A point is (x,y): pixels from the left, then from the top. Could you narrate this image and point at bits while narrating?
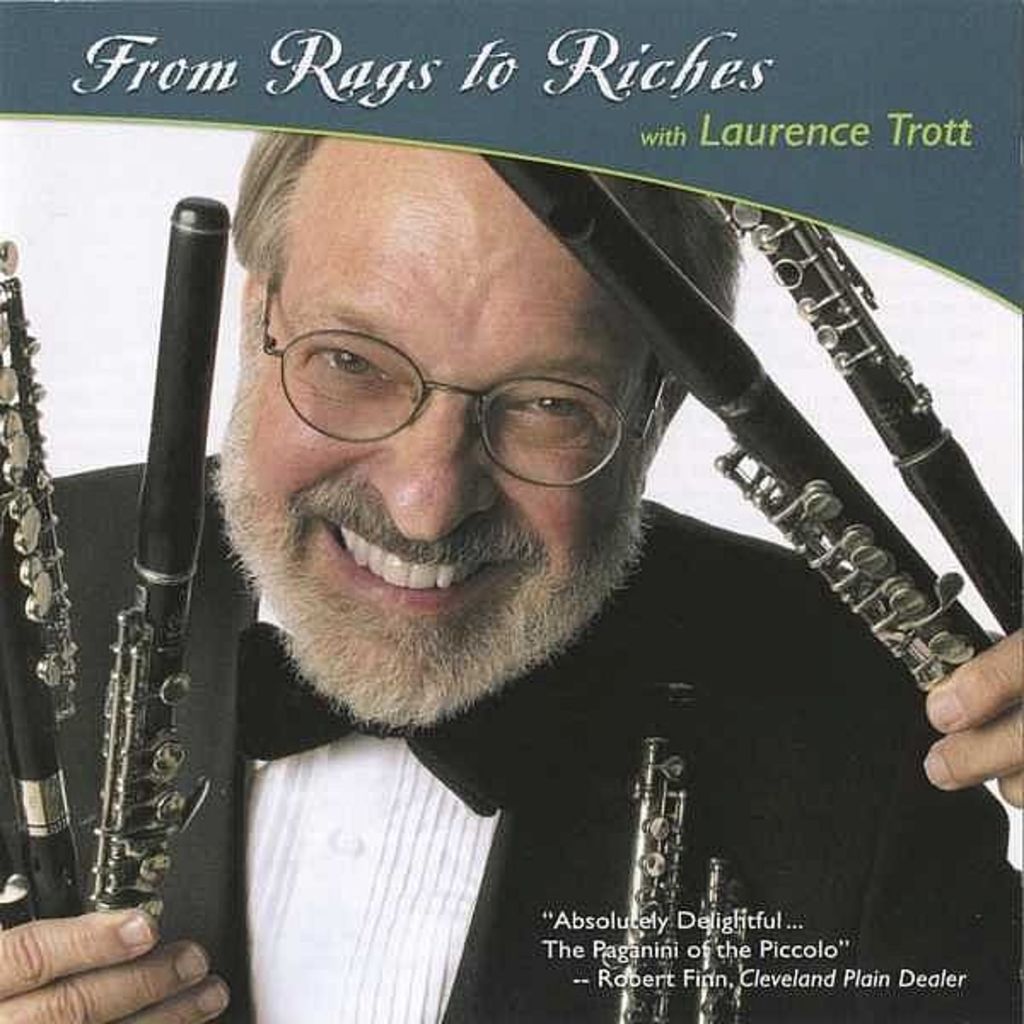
In this image we can see the poster (497,739) with some text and there is a person (474,702) holding some objects (30,716) which looks like a musical instrument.
